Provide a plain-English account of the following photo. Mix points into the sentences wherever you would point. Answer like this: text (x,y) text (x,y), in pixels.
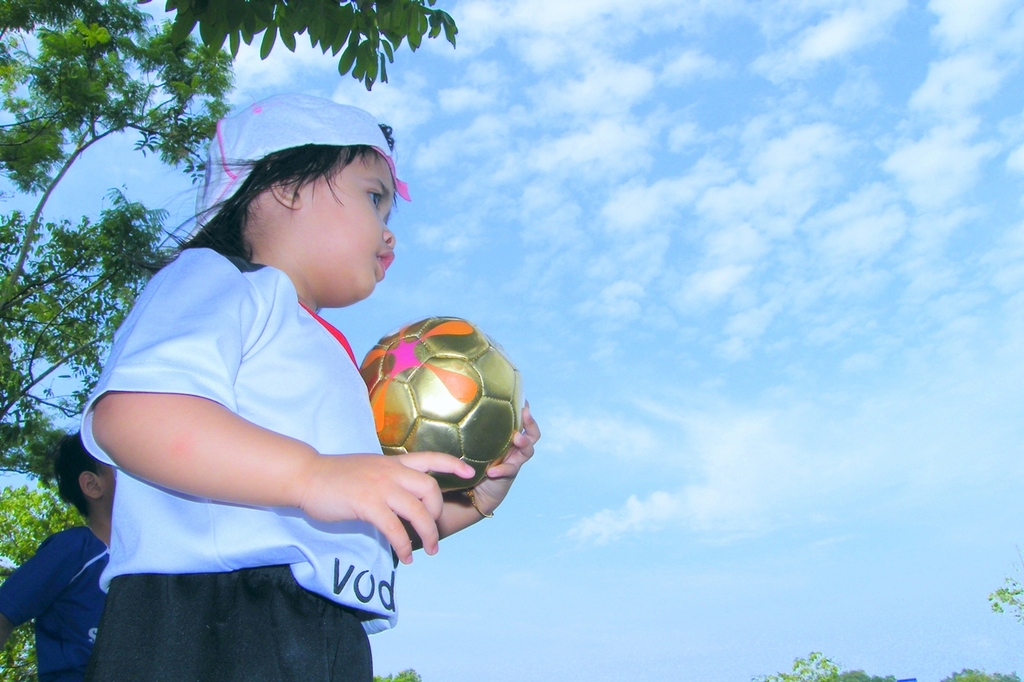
Here we can see a child (372,120) standing and holding a ball (404,400) in his hands (381,500), and at back (86,494) a person (106,467) is standing, and here is the tree (92,126), and the sky (673,78) is cloudy.
